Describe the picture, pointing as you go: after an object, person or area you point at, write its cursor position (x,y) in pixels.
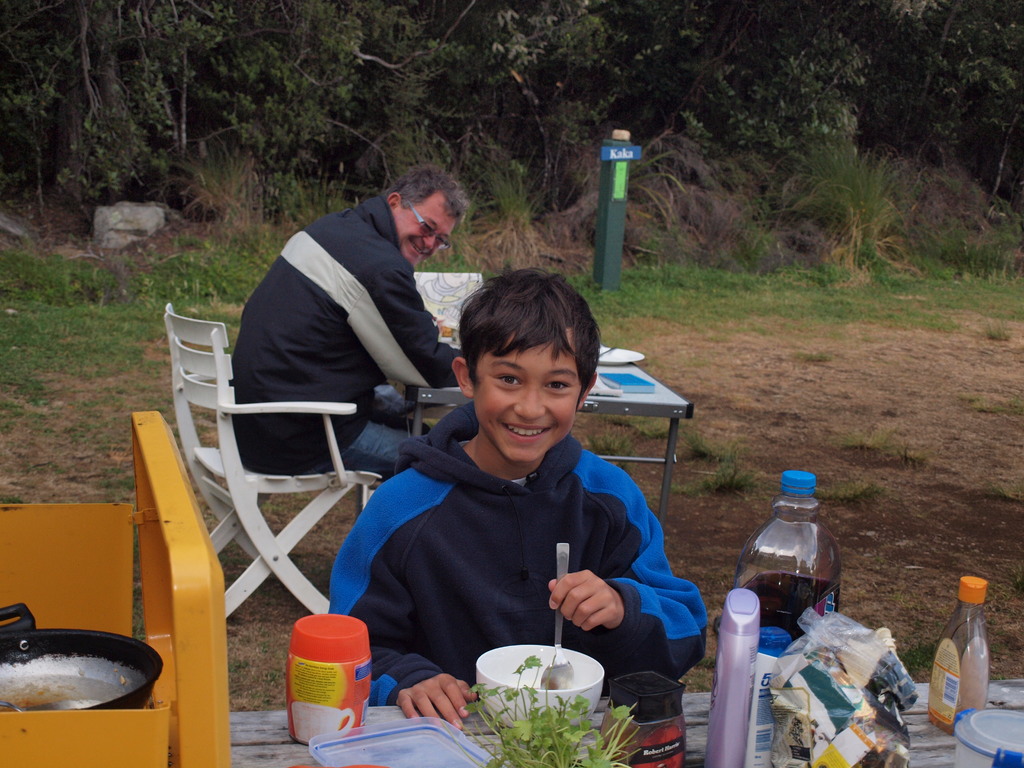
In the image we can see there is a person (494,456) who is sitting on chair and in front of him there is a table (280,725) on which there are bowl (579,678), spoon (569,670), glass bottle (786,626), powder box (355,678) and a cover (875,698) and at the back (263,430) there is another person (412,213) who is sitting on chair (235,531) and in front of him there is a table (613,401) and at the back (387,156) there are lot of trees (387,156).
